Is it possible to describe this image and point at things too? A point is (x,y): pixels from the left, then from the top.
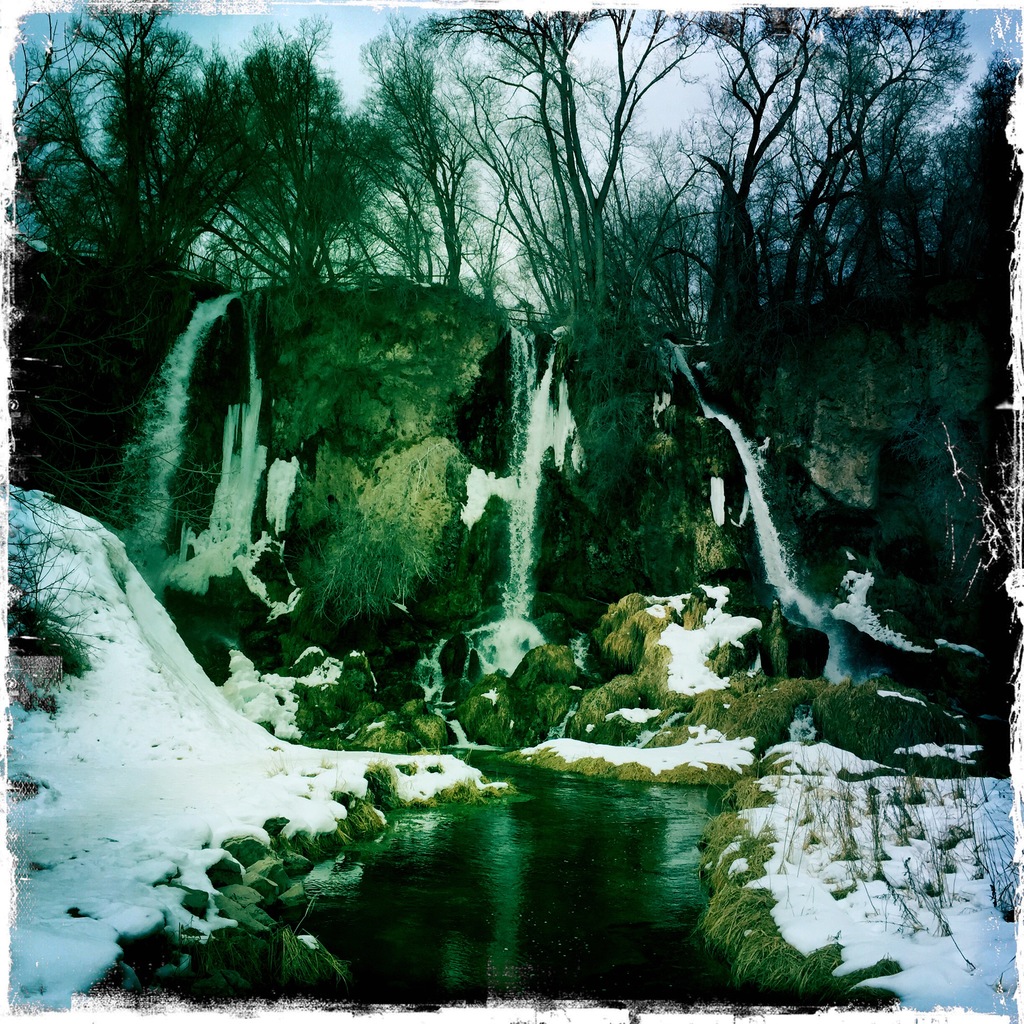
In this image we can see a river (621,870) and trees (694,247). To the both sides of the image the land (908,894) is covered with snow (156,801).
